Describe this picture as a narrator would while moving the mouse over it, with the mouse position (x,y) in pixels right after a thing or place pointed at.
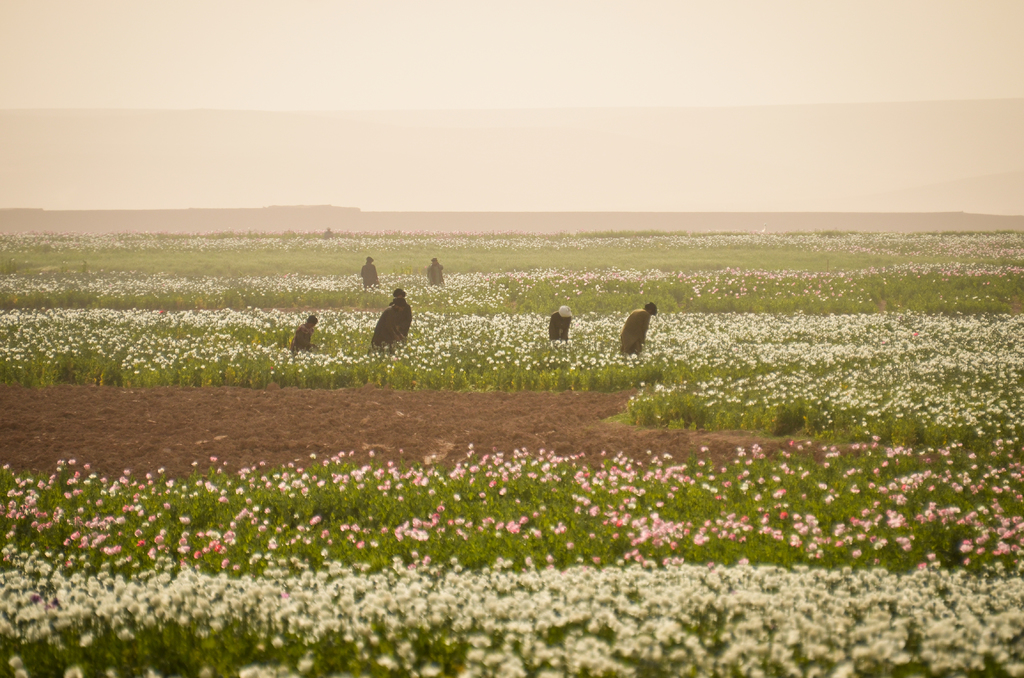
This picture shows many plants (843,321) with flowers (319,520) and we see few people (628,336) standing and a cloudy Sky (514,50).
